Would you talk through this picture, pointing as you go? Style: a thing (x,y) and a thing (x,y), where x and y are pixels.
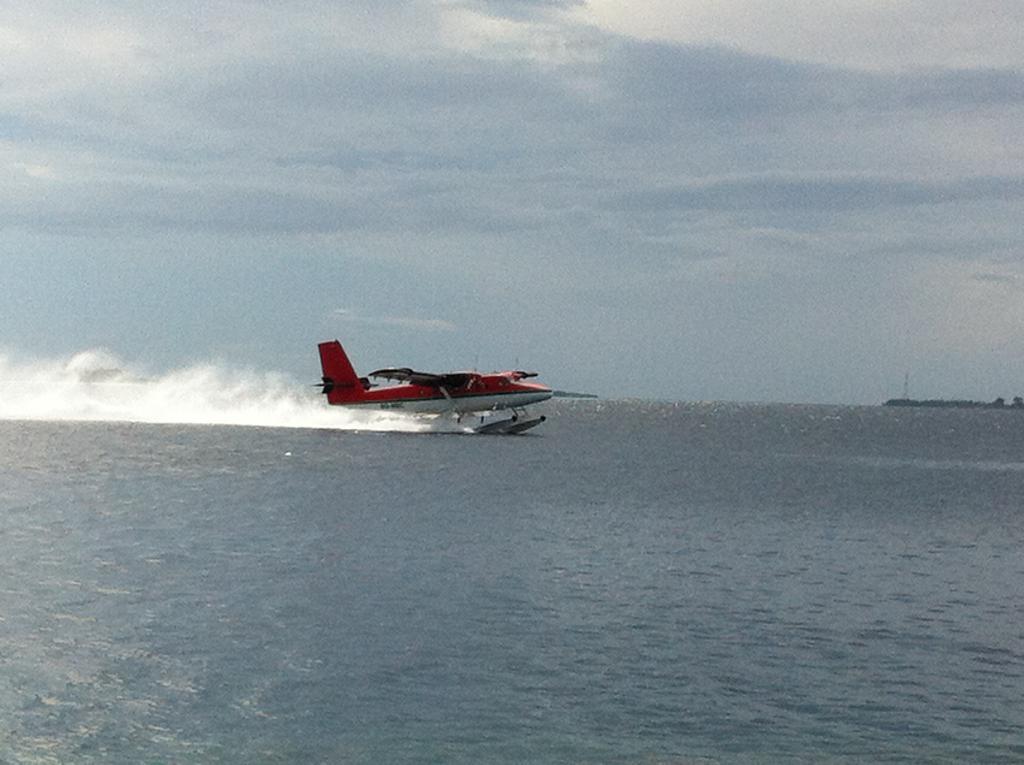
This is a seaplane (519,422), which is moving on the water (466,440). I think this is the sea (939,505). I can see the sky (575,148).
